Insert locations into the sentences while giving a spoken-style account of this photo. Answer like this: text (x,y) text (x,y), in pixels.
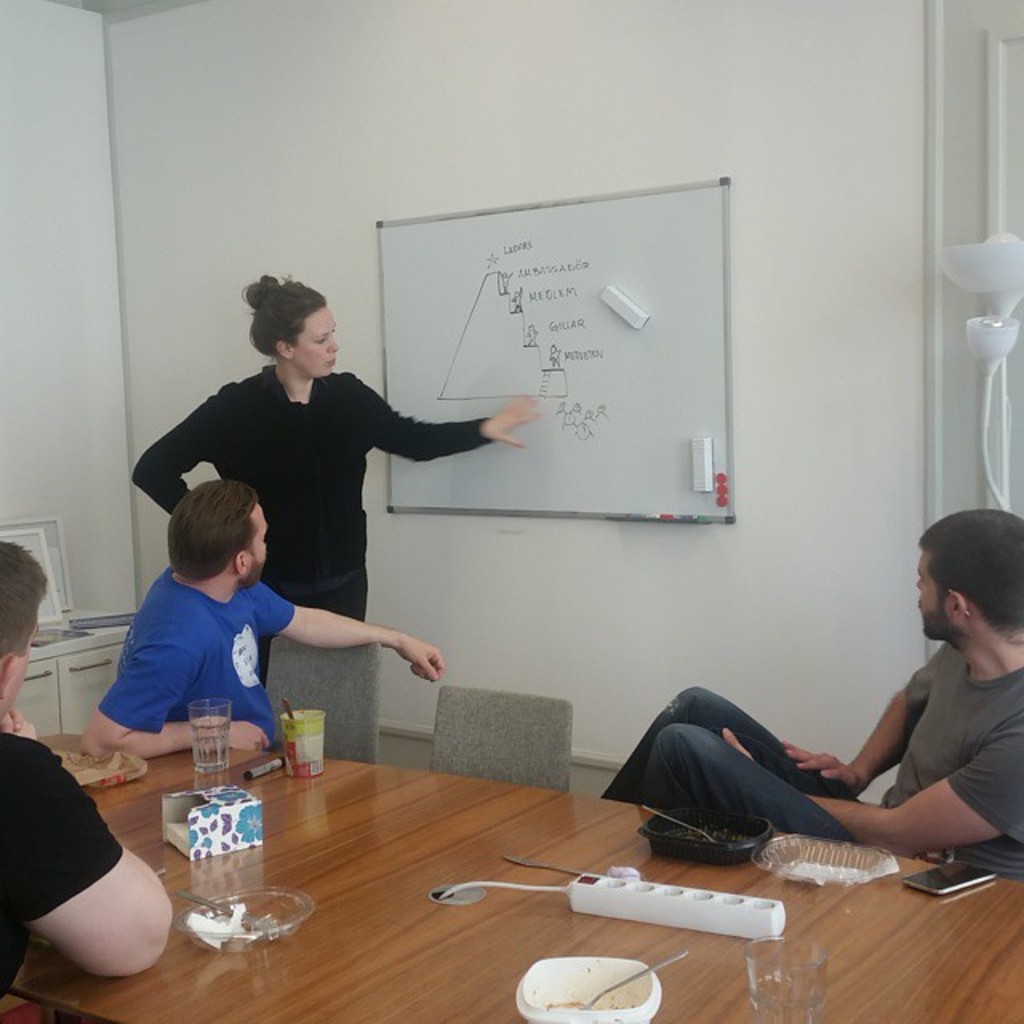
In this image I can see four people (266,669). Among them three people (258,681) are sitting in front of the table (407,900). On the table (404,903) there are bowls (556,975), spoons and glasses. And one person (345,434) is standing to the side of the board (565,402).
